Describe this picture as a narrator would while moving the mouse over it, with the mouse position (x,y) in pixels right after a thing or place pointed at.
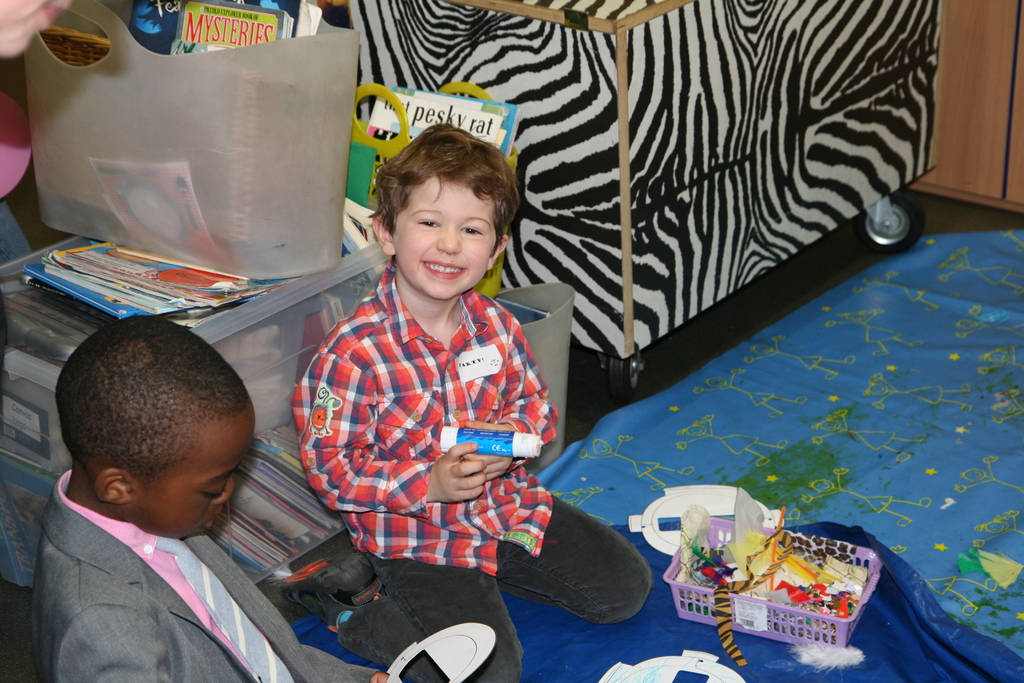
In this picture there is a small boy (505,406) wearing red color shirt (505,397) is sitting in the room (553,609), smiling and giving a pose into the camera. Beside there is a African boy (230,646) sitting and looking into the toys (448,656). Behind there is a black and white color cabinet (833,4) and plastic basket (177,179) full of story books (246,28).
